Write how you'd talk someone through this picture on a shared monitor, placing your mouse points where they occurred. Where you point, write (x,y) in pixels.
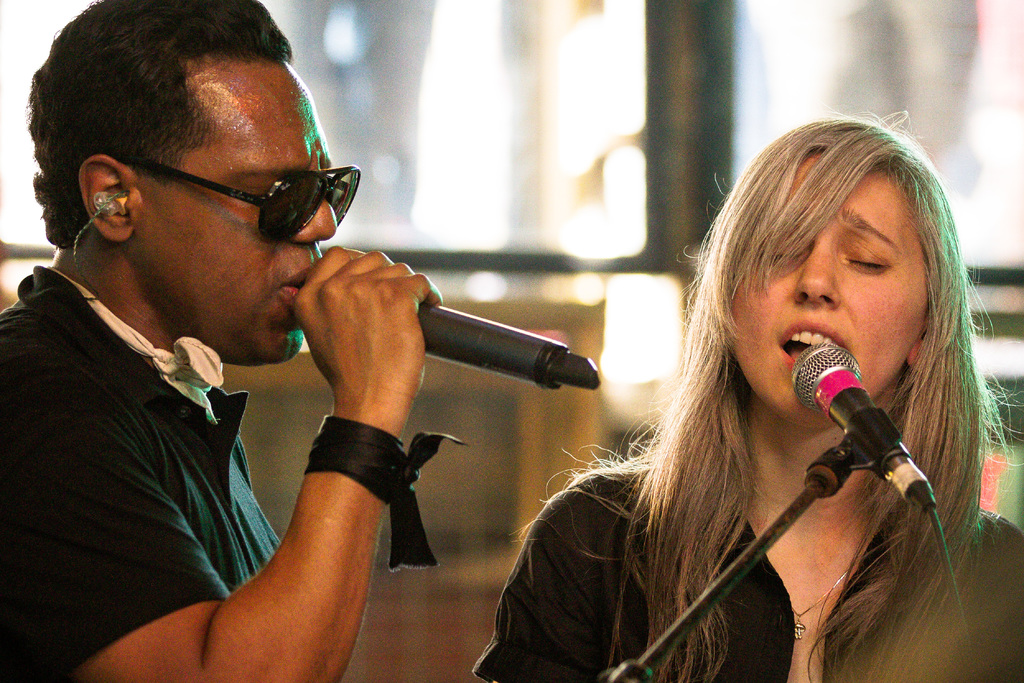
Here we can see two people (849,314) and the woman (664,444) in the right (708,247) is having a microphone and singing in the microphone (802,360) present in front of her and the man (359,603) is holding the microphone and singing in the microphone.
